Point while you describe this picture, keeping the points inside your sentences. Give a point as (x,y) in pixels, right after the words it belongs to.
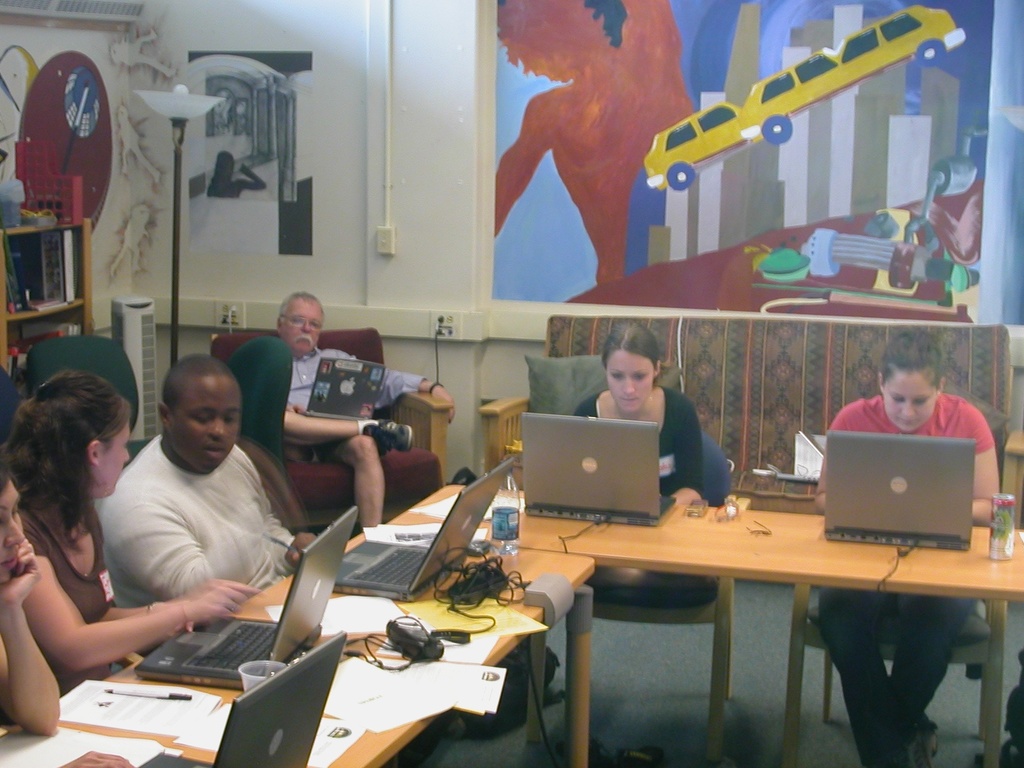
In this image, group of people (36,592) are sat on the chair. We can see there are laptops (961,541) are placed on the wooden table (787,540). So many items (466,551) are placed. We can see ash color floor (659,665) and painted, painting wall (620,190) around this. Left side (46,289), we can see a bookshelf (80,289) items (81,249) are filled in it. Here there is a lamp (179,126). And here switch board (442,327).
